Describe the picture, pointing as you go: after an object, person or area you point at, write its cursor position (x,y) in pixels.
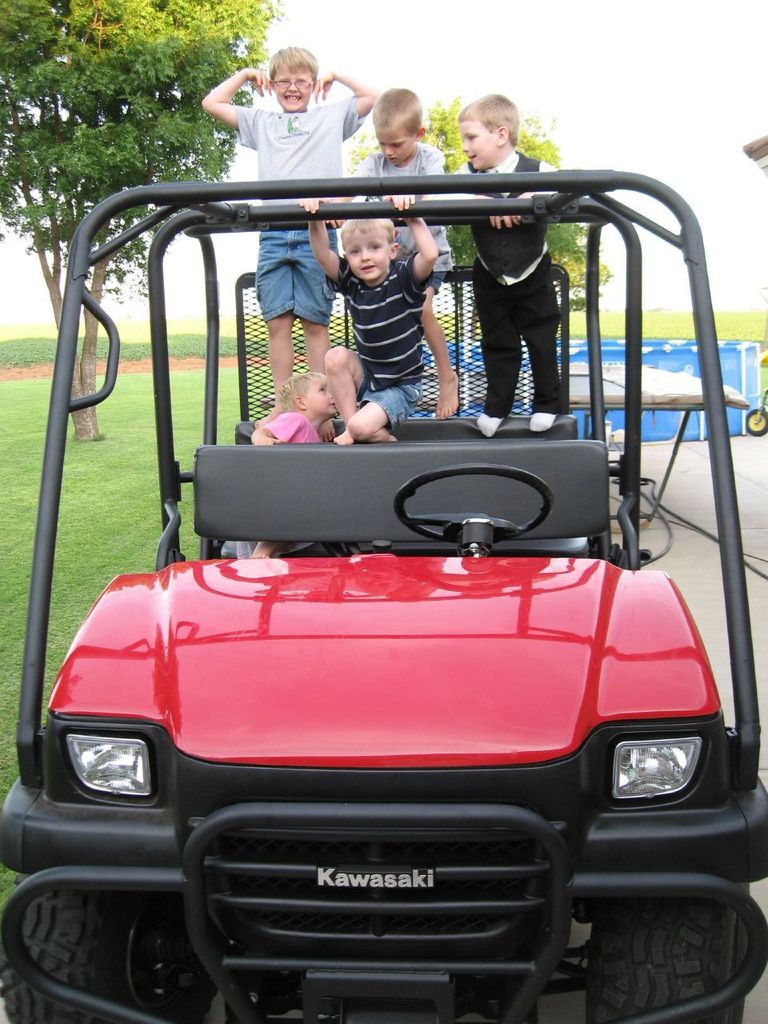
In the center of the image (343,364), we can see some kids (331,264) on the vehicle (266,379) and in the background (6,3), there are trees (208,118), sheds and there is a bicycle (756,412). At the bottom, there is ground (83,468) and at the top (602,60), there is sky (626,60).
